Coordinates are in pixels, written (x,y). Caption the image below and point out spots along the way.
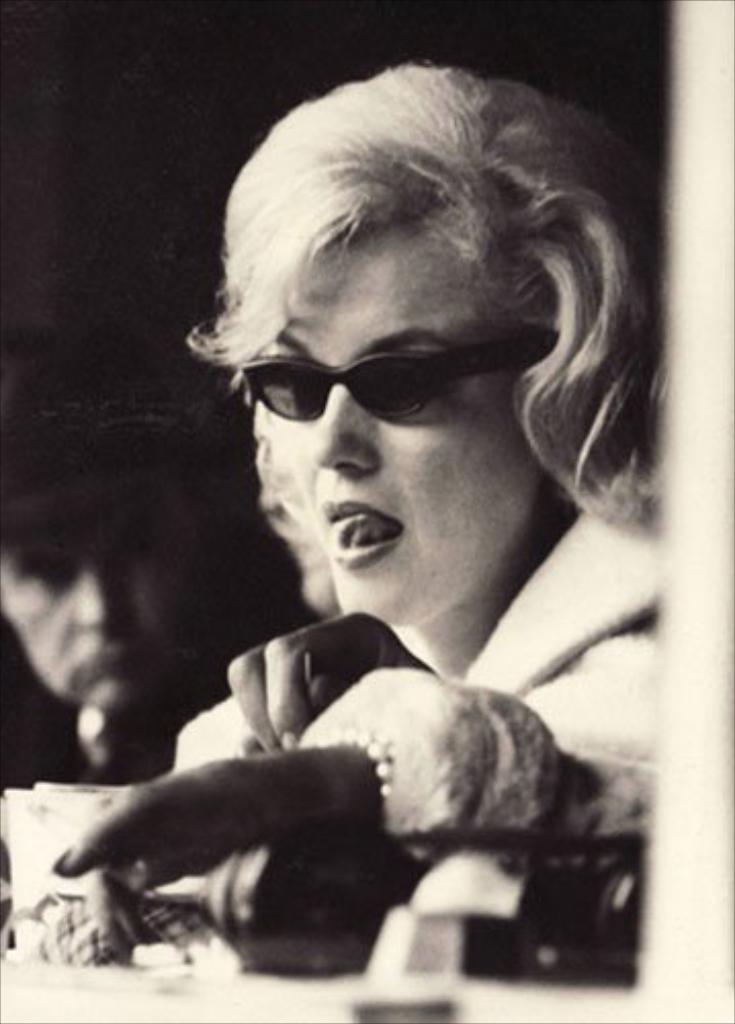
In the picture we can see a black and white photograph of a woman (264,235) sitting near the desk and she is with black color goggles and beside her we can see another person face (113,677).
